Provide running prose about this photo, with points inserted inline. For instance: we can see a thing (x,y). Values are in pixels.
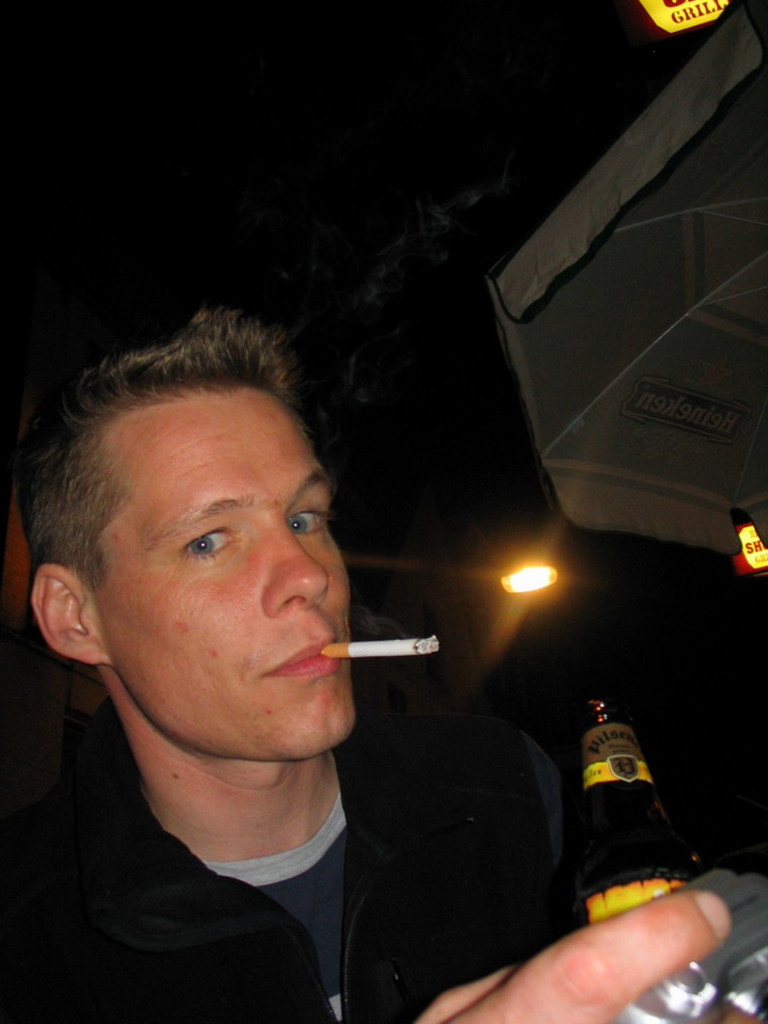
In this image a man (438,749) is there, who is holding an object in his hand (609,949) and smoking a cigarette (385,655) who's half visible. The background top is dark in color but is visible. This image is taken outdoors.
